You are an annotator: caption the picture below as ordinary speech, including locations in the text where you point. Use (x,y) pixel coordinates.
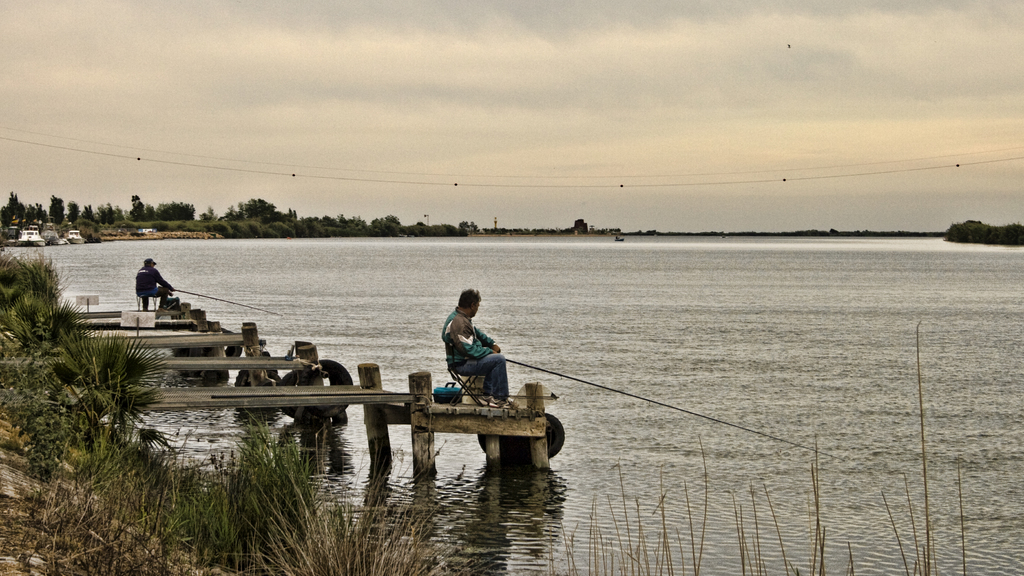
There is a sea (877,479) and two men (500,385) are fishing in it. In the left bottom of the image (68,496) we can see plants (173,483) and grass (117,574). Background of the image (73,211), trees (143,214), boats (57,238) and wires (272,174) are there. The sky (486,70) is covered with clouds (617,45).
